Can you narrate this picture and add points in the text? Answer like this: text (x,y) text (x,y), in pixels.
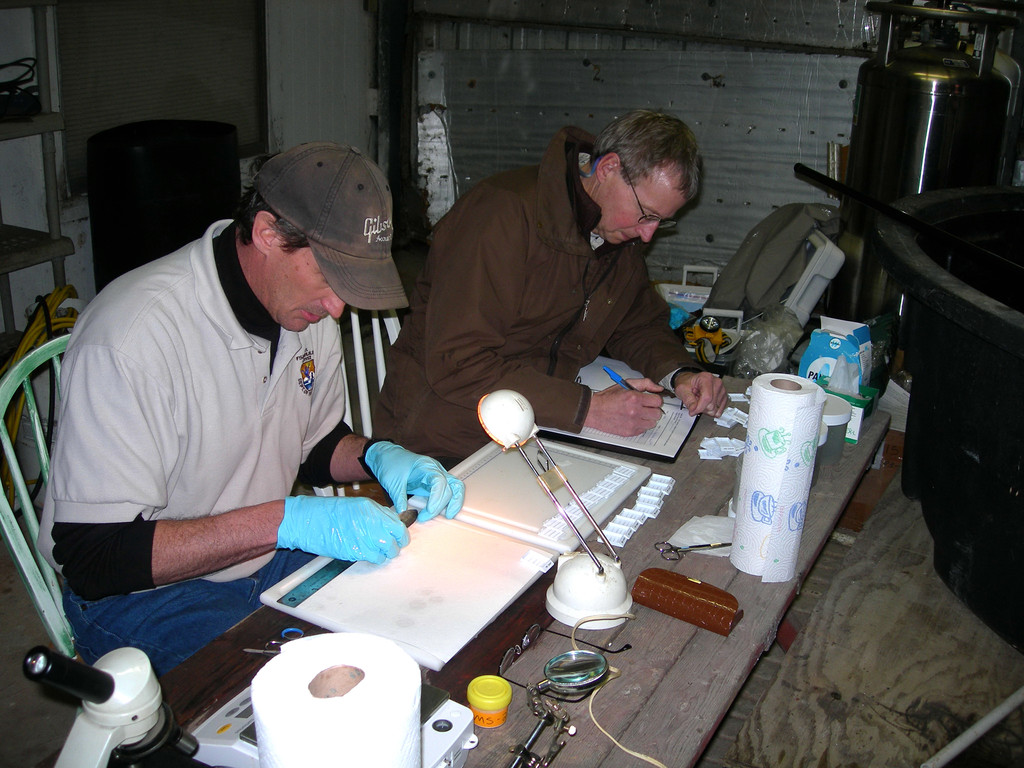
In this image there are papers (439,633), table lamp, roll (345,727), box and some items (424,544) on the table (538,652), and in the background (968,240) there are two persons (415,462) sitting on the chairs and doing something, objects (10,101), rack (40,246).
